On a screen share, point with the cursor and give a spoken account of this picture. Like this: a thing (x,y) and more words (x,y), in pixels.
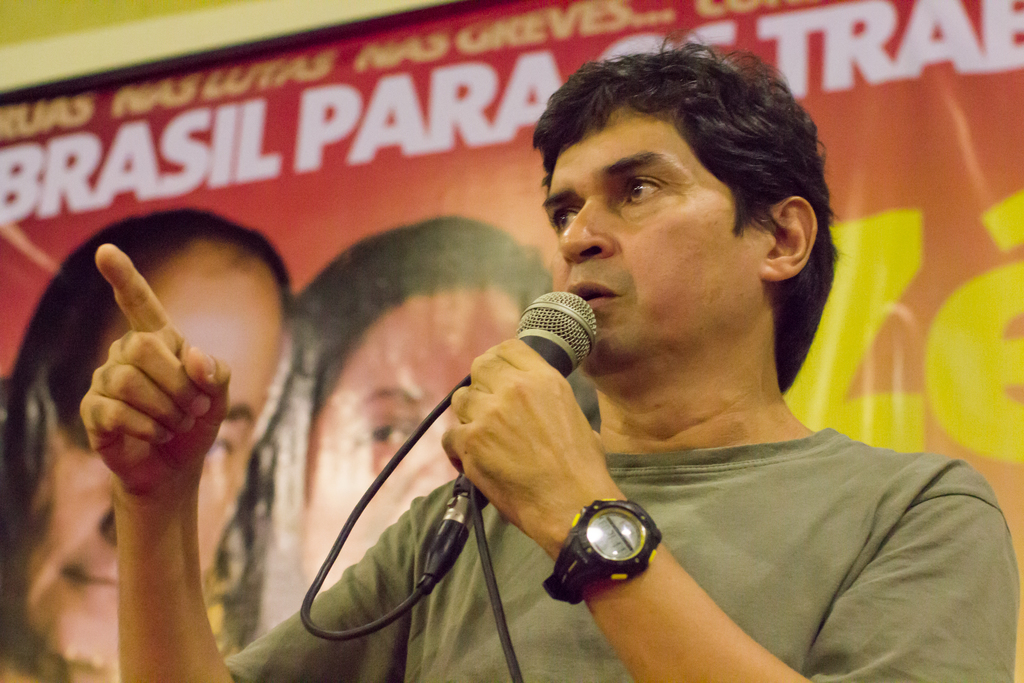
In the picture we can see a man (848,633) talking in the microphone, a man (666,621) who is talking in the microphone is wearing a green T-shirt (901,629), with wrist watch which is black in color. In the background (90,95) we can the hoarding (73,86) which consists of some persons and a name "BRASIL PARA TRAB."
